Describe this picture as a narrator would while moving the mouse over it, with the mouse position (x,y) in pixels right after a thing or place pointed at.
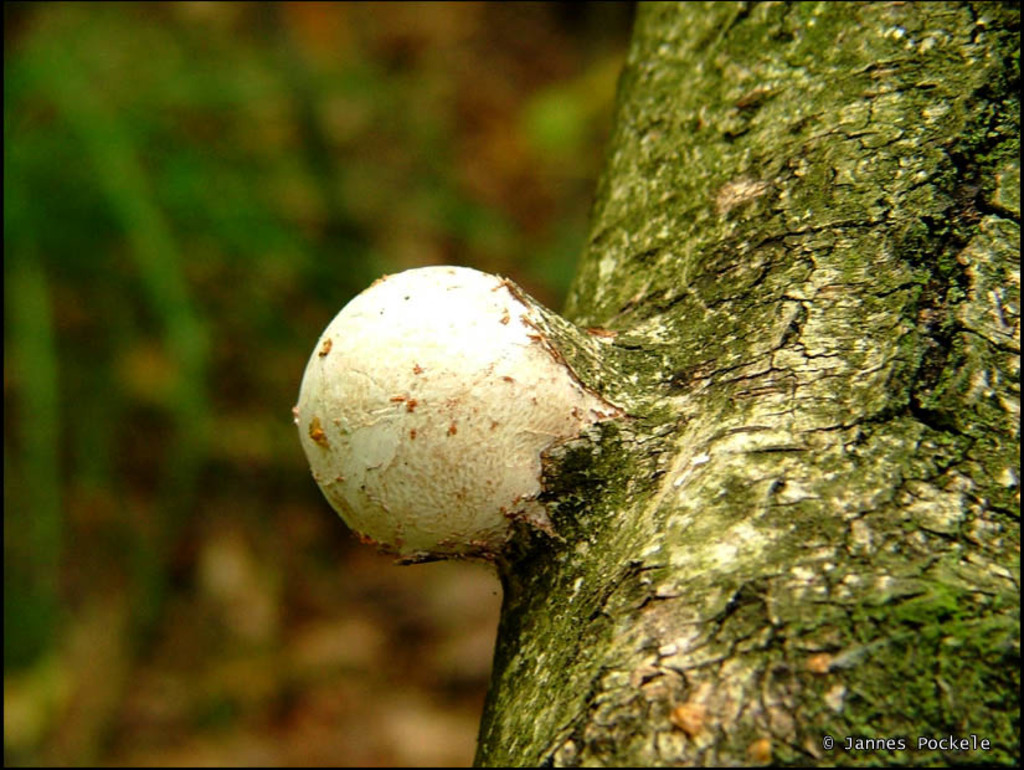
In this image on the right side (776,244) there is a trunk of tree (617,480), there is an object (483,433), on the left (32,382) the image is blur.
